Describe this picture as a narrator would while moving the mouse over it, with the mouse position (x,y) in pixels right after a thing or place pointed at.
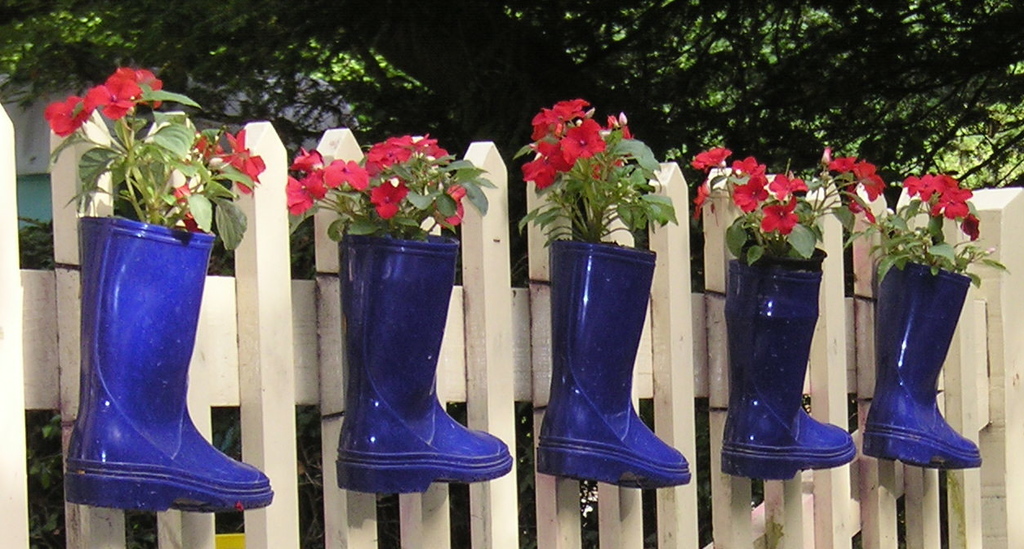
In the foreground of this image (393,311), there are few plants (462,203) potted in blue colored boots (650,461) which is on fencing (504,515). In the background (376,112), we see a tree (452,50) and a building (36,119).
